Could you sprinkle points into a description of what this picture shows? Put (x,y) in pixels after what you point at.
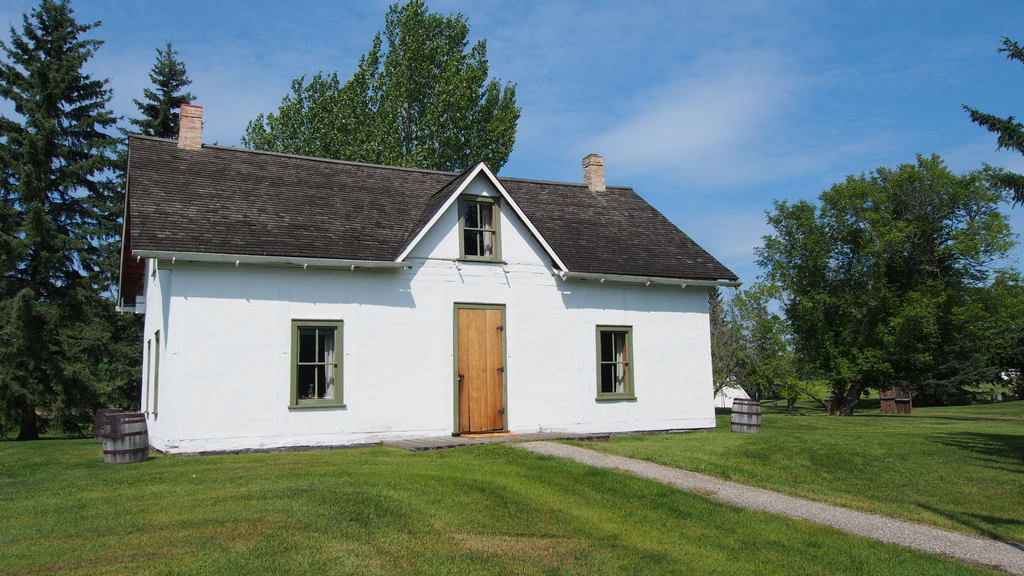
This is the picture of a house (313,322) with a door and the windows (468,251). There is a path (668,474) and the land (549,517) with a grass (879,545), we can also see some barrels (745,421). In the background (788,94), we can see some trees (17,229) and the sky (872,77).
